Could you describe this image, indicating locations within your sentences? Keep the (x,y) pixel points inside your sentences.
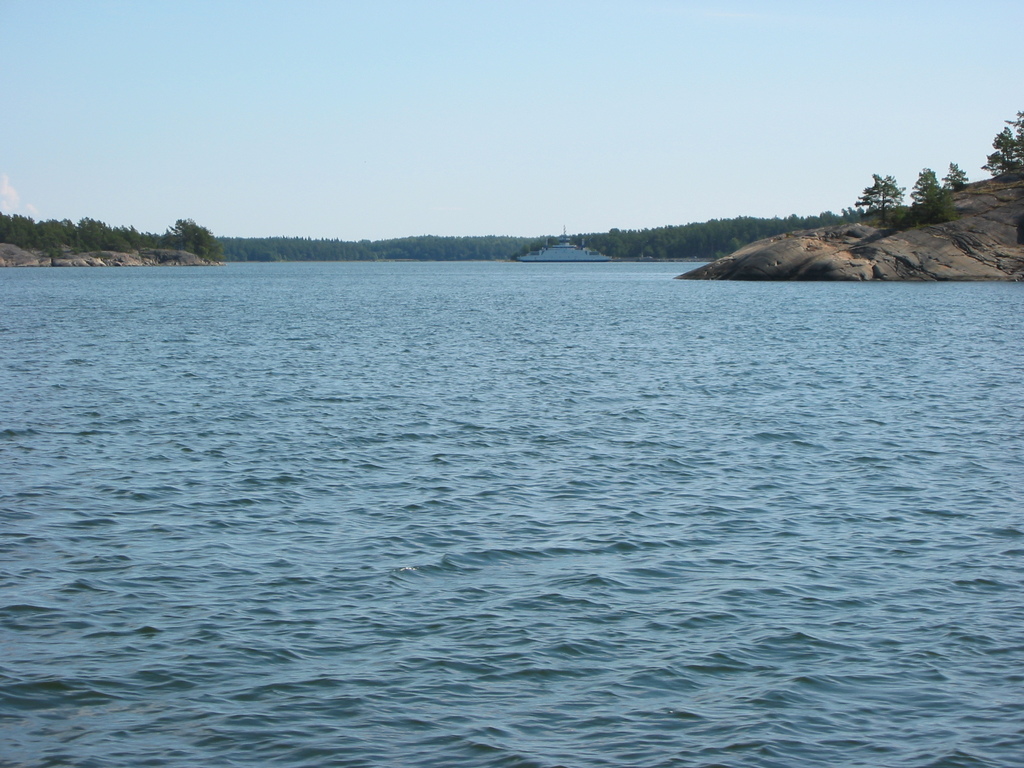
In this image, we can see trees (812,224), rocks (793,232) and there is a boat (552,250) on the water (486,528). At the top (318,141), there is sky (318,141).
